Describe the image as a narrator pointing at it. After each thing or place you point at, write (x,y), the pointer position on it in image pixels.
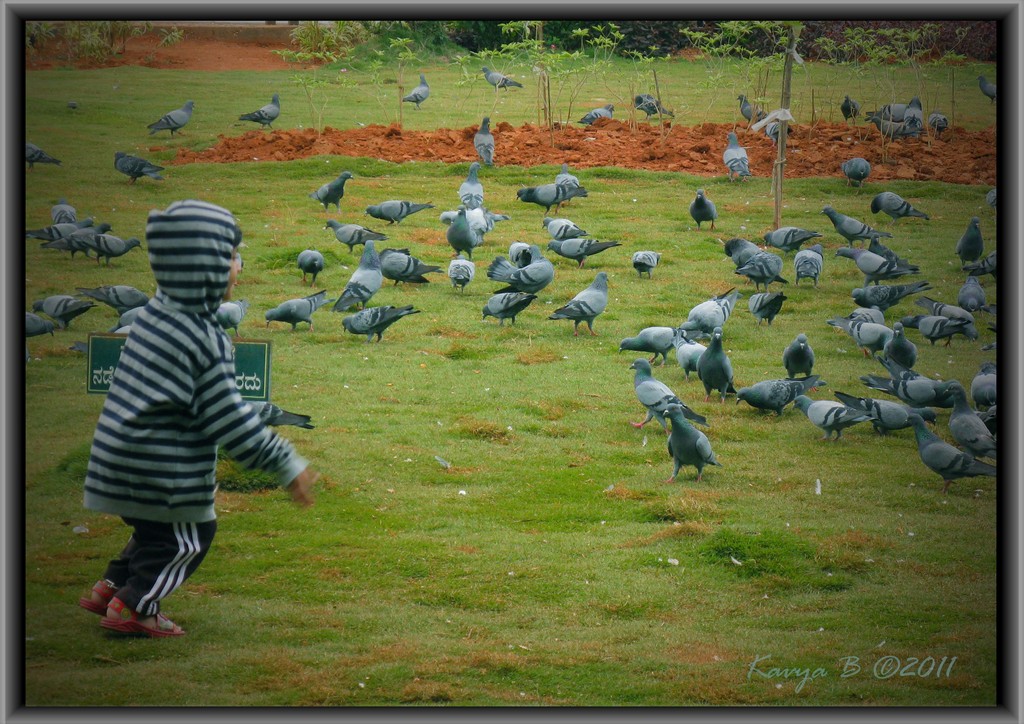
In this image I can see a person (215,214) standing and the person (118,573) is wearing gray jacket (90,482), black pant (126,586) and I can also see many birds (601,290) in black and gray color. Background (481,77) I can see the grass (451,56) and trees (490,44) in green color.
